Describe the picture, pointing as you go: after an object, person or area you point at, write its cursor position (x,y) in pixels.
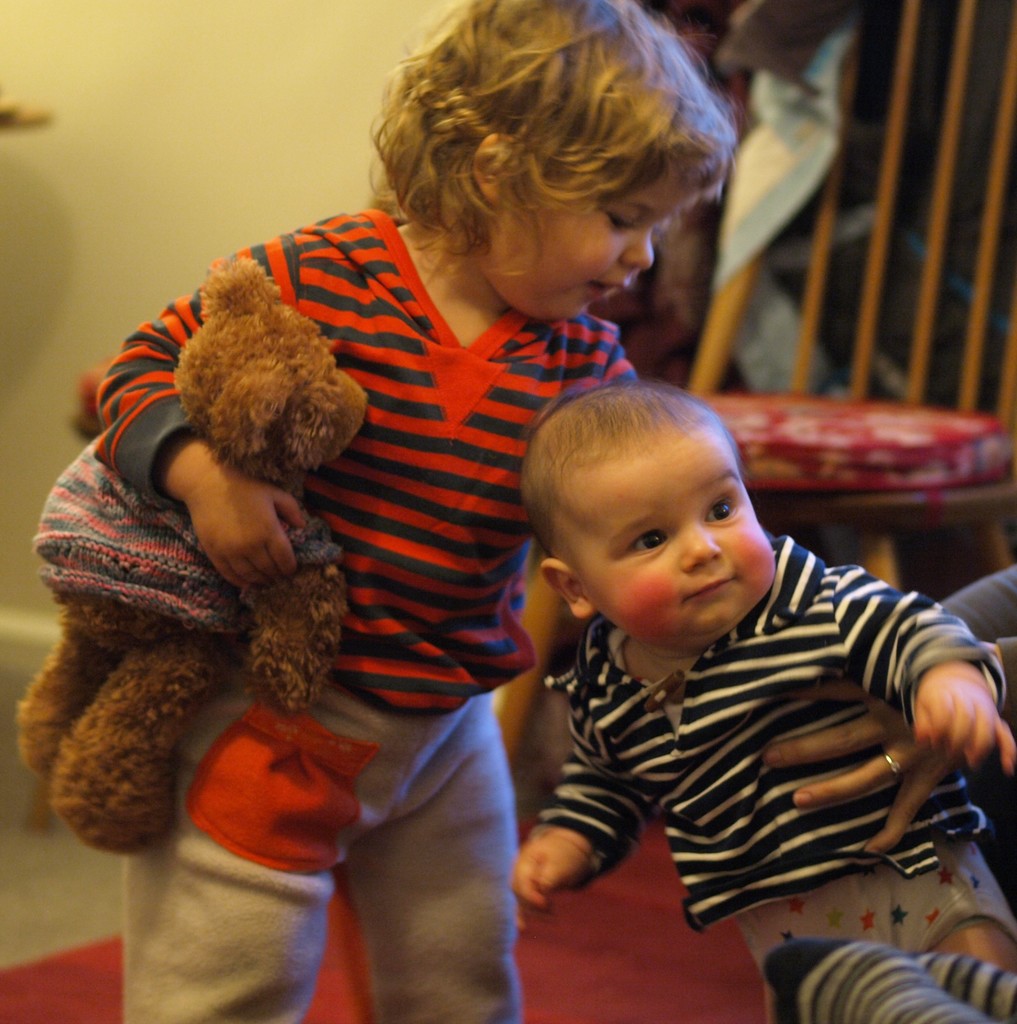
In front of the image there is a boy (175,481) holding the toy (95,531). Beside him there are a few people (769,719). Behind him there is a chair (937,442) and some object (794,107). At the bottom of the image (69,991) there is a mat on the floor (68,918). In the background of the image (29,305) there is a wall (269,132).
